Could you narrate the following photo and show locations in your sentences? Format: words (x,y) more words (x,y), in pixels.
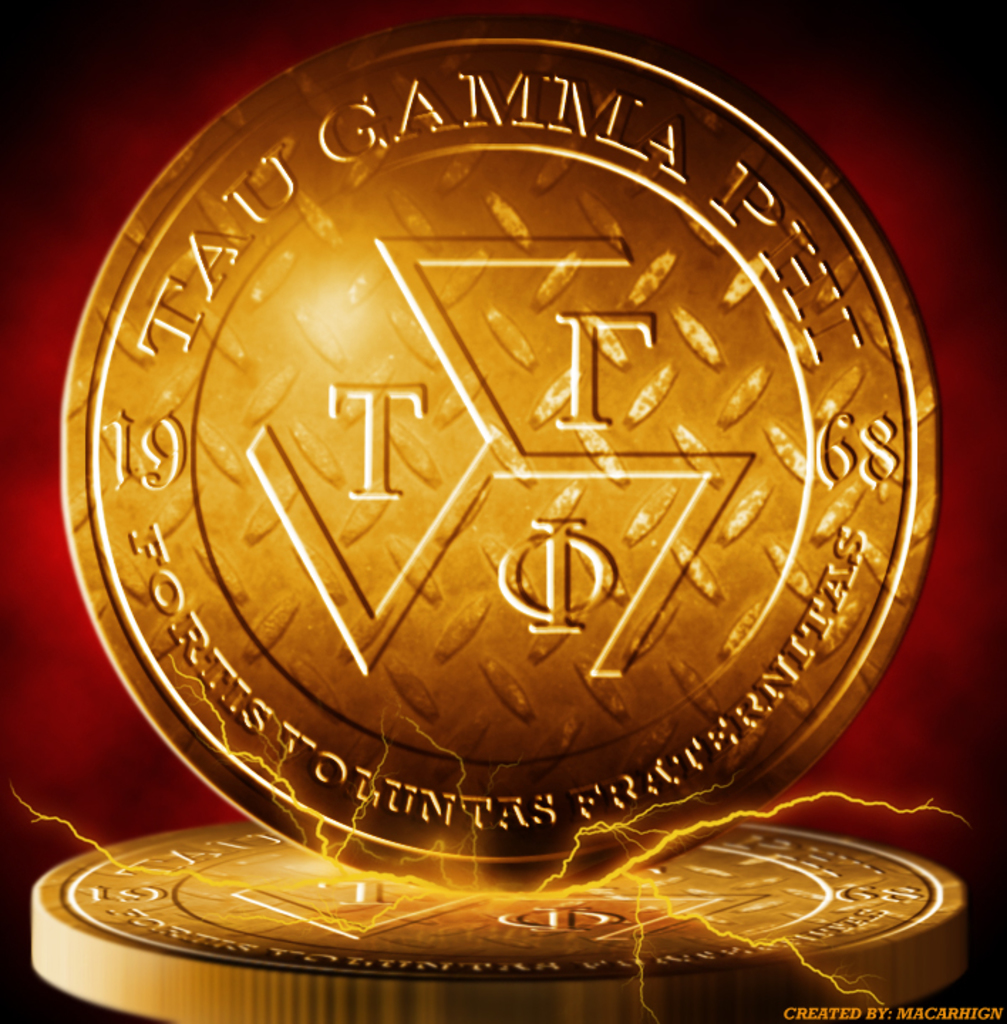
In the center of the image (502,399) we can see coins (387,759).
